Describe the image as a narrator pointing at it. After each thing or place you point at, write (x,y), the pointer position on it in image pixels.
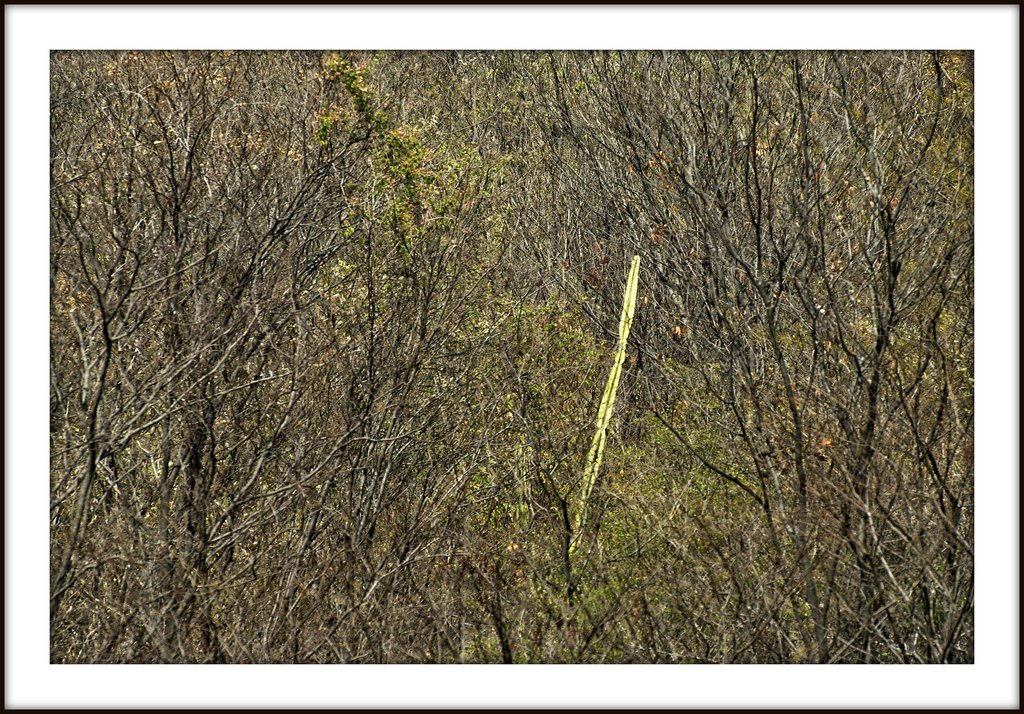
In this image we can see bare trees (546,402).
